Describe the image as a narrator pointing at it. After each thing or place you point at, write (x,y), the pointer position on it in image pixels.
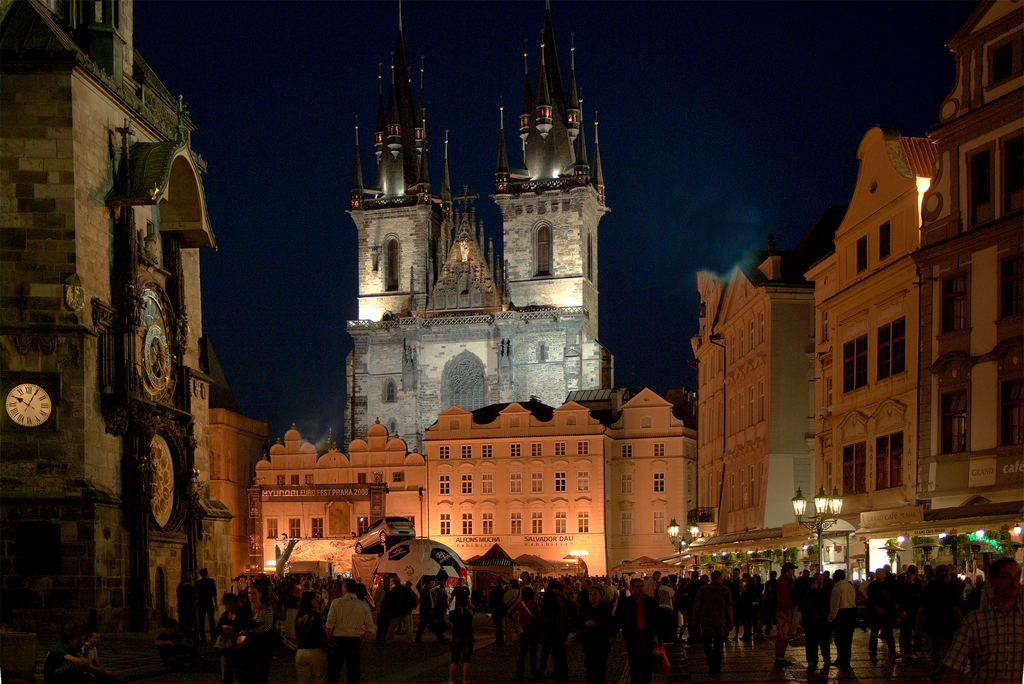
In this image I can see the ground (512,651), number of persons (444,610) standing on the ground (384,678), few poles (818,552) with lights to them, a huge circular object (462,561), a car (371,531) and few buildings (439,458). I can see a clock (35,424) and few lights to the buildings (65,389). In the background (203,328) I can see the dark sky (513,142).
